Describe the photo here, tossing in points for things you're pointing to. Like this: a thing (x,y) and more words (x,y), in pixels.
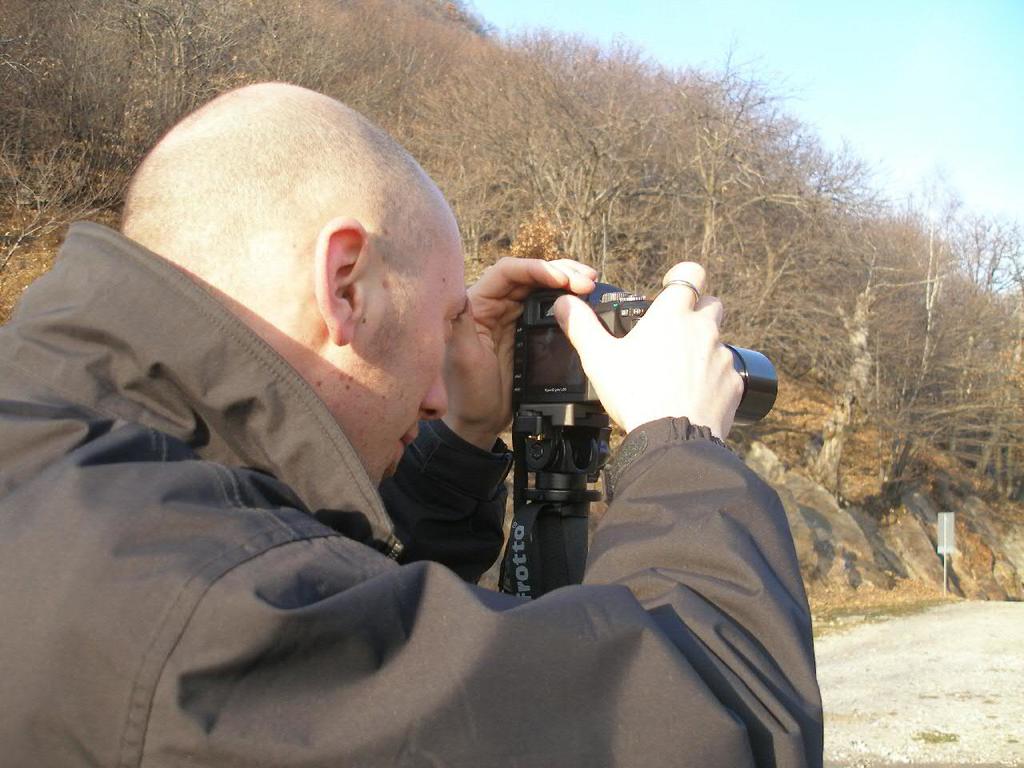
In the foreground of the picture (234,416) there is a person (356,353) wearing a jacket (651,654) and holding a camera (558,384). In the background (61,163) there are trees (557,176) on a hill (856,521). Sky (931,71) is clear and it is sunny. On the right (929,603) there are grass (889,619), path (913,638) and a board (940,547).
